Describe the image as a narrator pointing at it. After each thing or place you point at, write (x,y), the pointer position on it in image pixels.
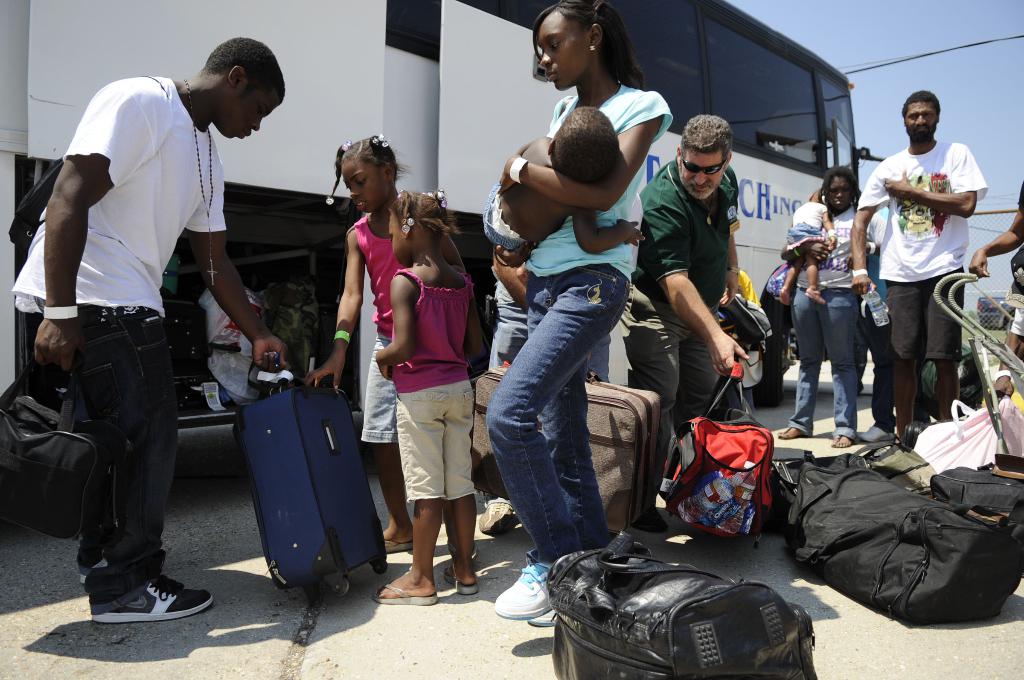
In this image there are so many people (513,323) standing in front of the bus (387,40) with their luggage (932,559) on the floor (877,632). In the background (906,66) there is a sky (910,80).
